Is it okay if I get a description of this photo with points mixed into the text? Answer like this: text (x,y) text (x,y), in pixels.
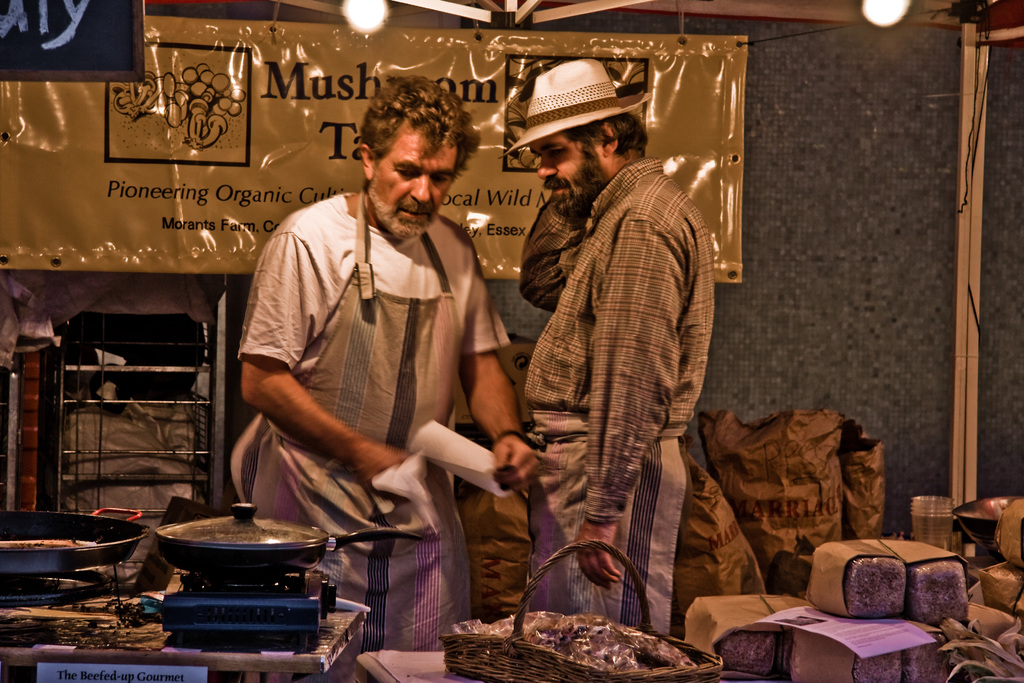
In this image we can see two persons (381,328) standing and we can also see a gas stove (51,593), non stick pans (262,534), basket (698,657), food items (770,594) and lights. Behind them we can see a board (27,198) with some text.
